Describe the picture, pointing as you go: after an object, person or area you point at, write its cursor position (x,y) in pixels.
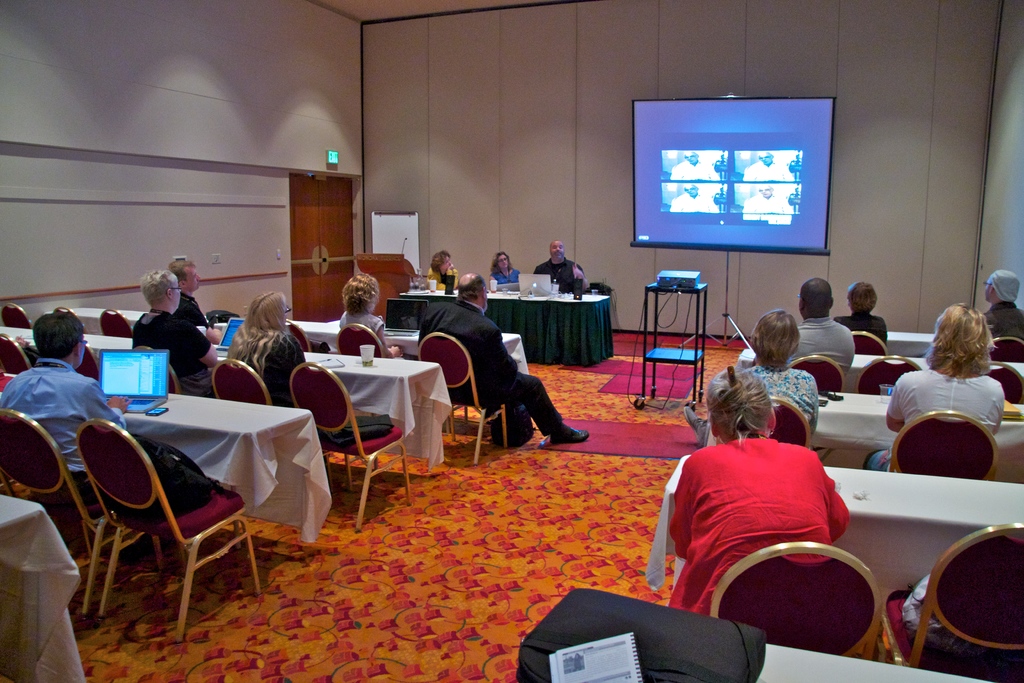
Most of the persons (25,404) are sitting on chairs (14,368). In-front of this person (822,342) there are tables (836,476), on this table (139,414) there is a laptop (139,396), keyboard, cup (366,361), bag (721,644) and book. A screen (747,235) with stand (728,282). On this table (698,317) there is a projector (682,279). These 3 persons (552,270) are sitting, in-front of this three persons (507,270) there is a table (552,309), on this table (425,292) there is a laptop (543,294). Far there is a whiteboard (382,225). In-front of this whiteboard (409,236) there is a podium (394,290). On this chair (205,504) there is a bag (197,482).
